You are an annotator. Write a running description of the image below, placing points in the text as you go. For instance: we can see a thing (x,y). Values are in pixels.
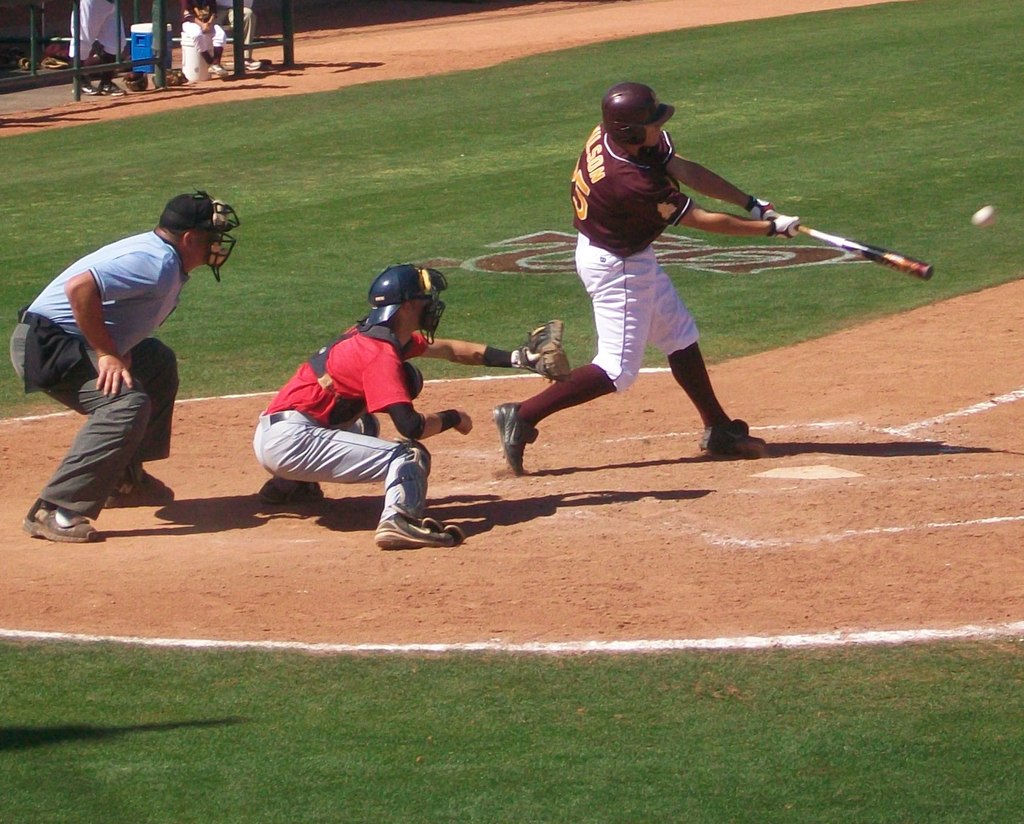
In this image we can see group of people (601,365) standing on the ground (174,322). One person (611,182) is wearing a baseball uniform (652,272) and holding a baseball bat (920,262) in his hand (792,218). One person (369,373) wearing red t shirt (384,357) is wearing a gloves (540,352). In the background (204,15) we can see group of persons (198,17), containers (143,41) and a metal gate (74,39).
